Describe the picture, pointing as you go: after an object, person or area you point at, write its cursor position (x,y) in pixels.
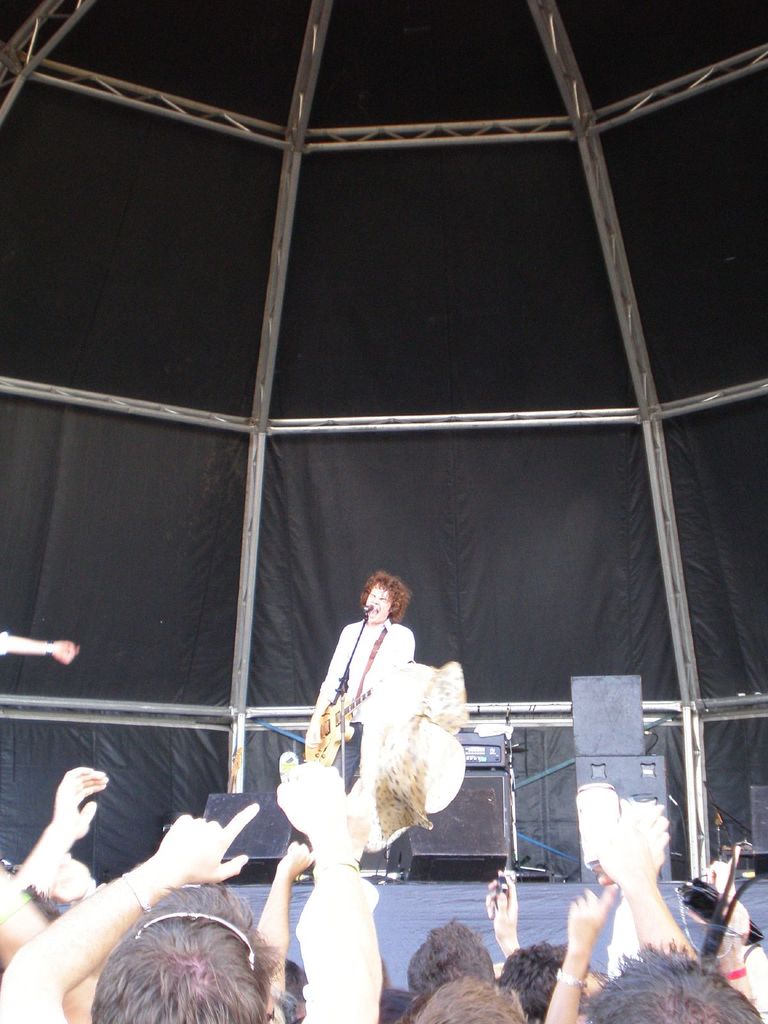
There are persons (50,874) in front of the stage (405,912) on which there is a person (401,642) in white color t-shirt (408,636), holding guitar (363,697) and standing in front of a mic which is attached to a stand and there are speakers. In the background (199,155), there is a black color sheet (638,236) and there are other objects (293,171).
